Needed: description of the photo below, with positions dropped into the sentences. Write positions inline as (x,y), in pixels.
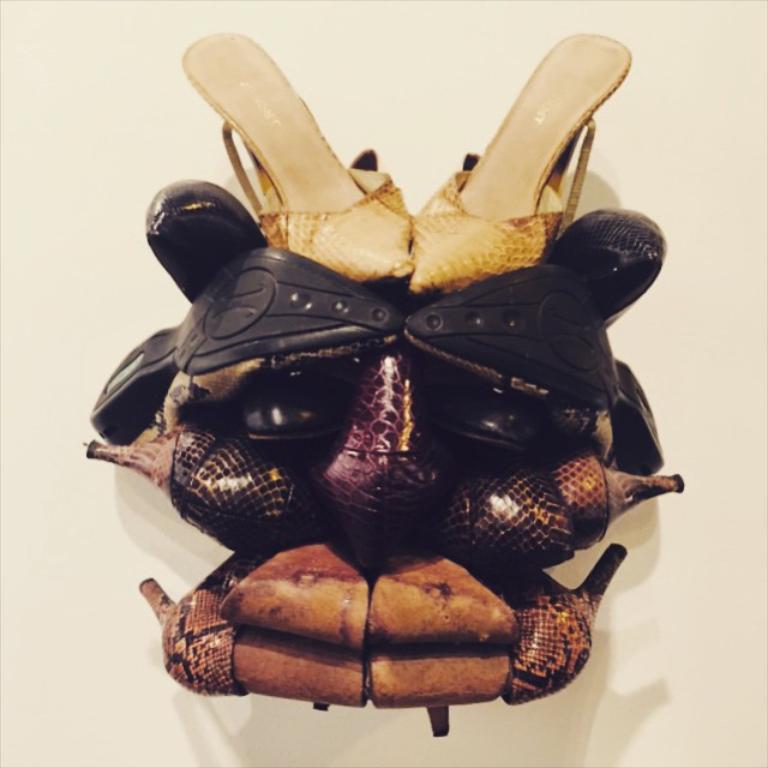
In this image there are some pairs of footwear (384,336) which are arranged one above the other in some architecture manner.
